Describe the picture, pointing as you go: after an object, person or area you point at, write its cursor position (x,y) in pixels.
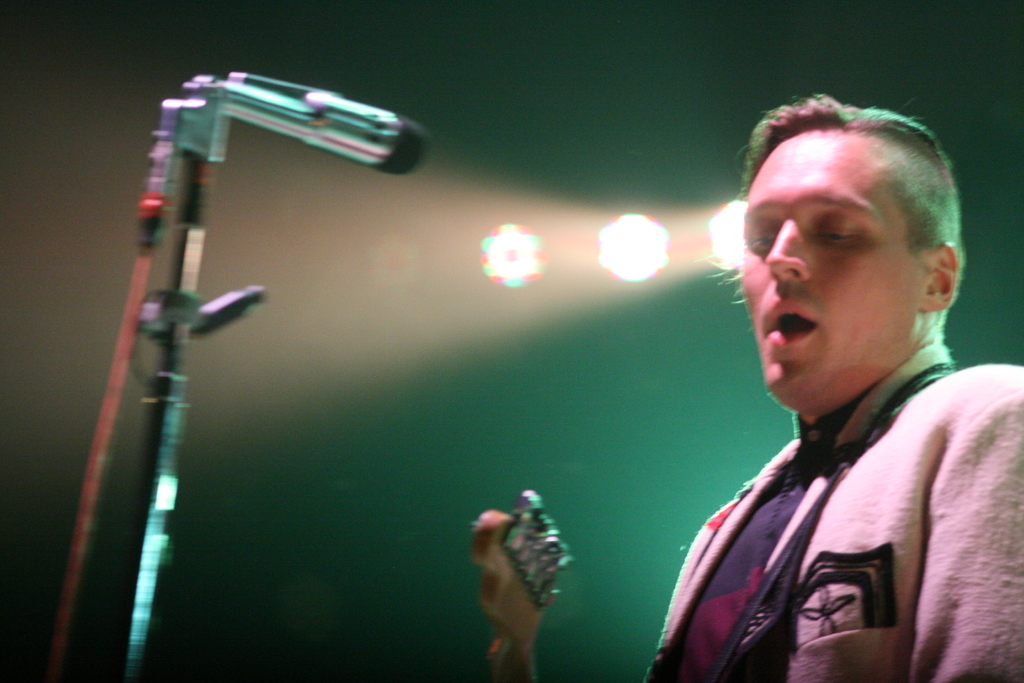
On the right side of the image (777,555) there is a person (733,537) holding the guitar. In front of him there is a mike (411,135). Behind him there are lights (726,251).
